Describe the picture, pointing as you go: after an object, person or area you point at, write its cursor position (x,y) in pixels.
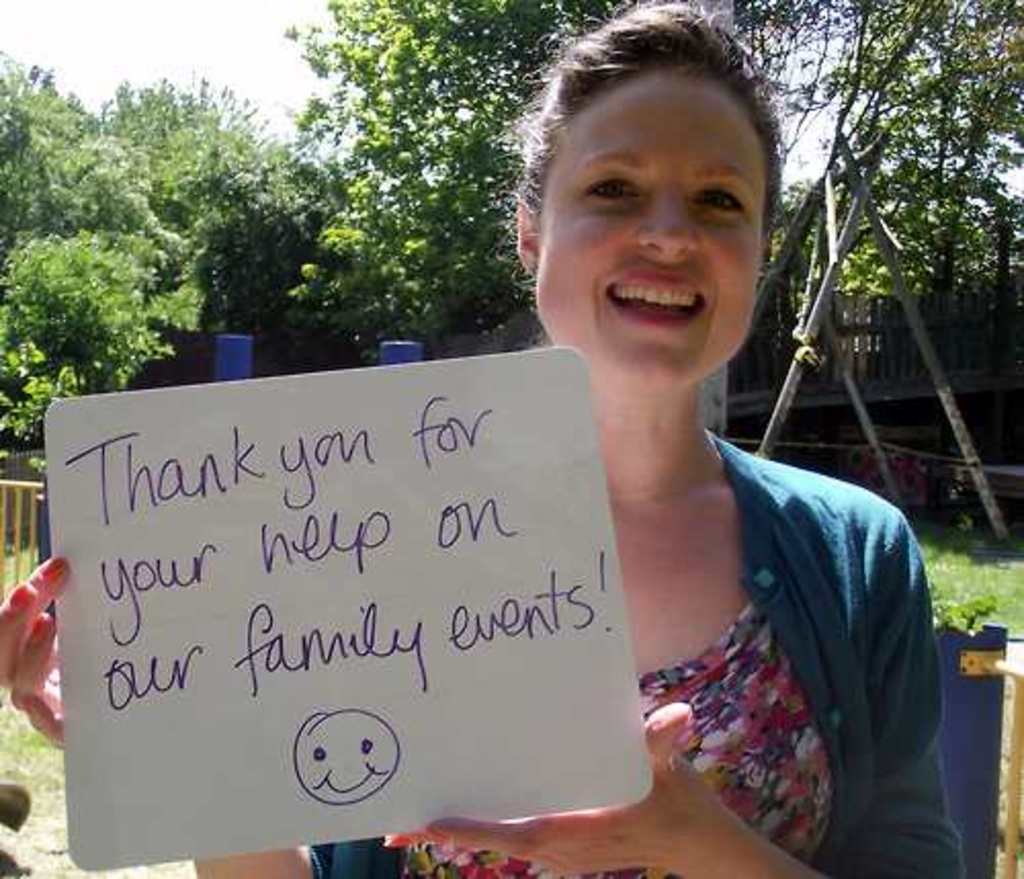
There is one woman (636,600) standing and holding a board (480,640) at the bottom of this image (612,765). We can see trees (119,281) in the background (479,71) and the sky (144,0) is at the top of this image (273,55).
